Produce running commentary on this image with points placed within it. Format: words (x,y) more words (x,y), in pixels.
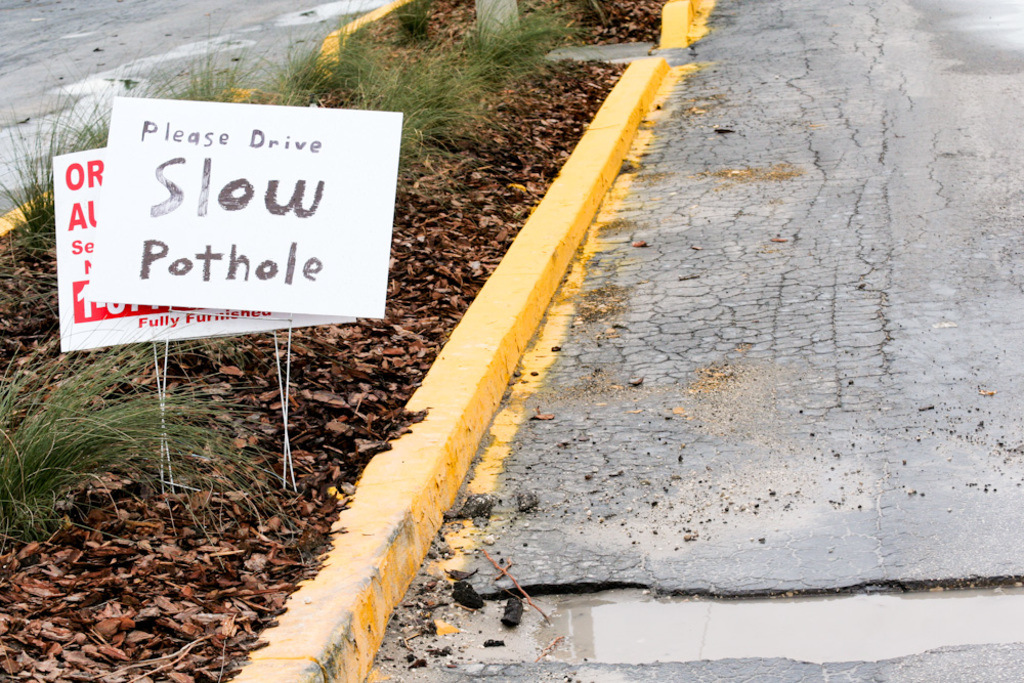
In this image we can see the boards (186,223), grass (87,463) and dry leaves (252,533) on the divider (286,398). Here we can see the muddy water (734,612) on the road (663,299).
